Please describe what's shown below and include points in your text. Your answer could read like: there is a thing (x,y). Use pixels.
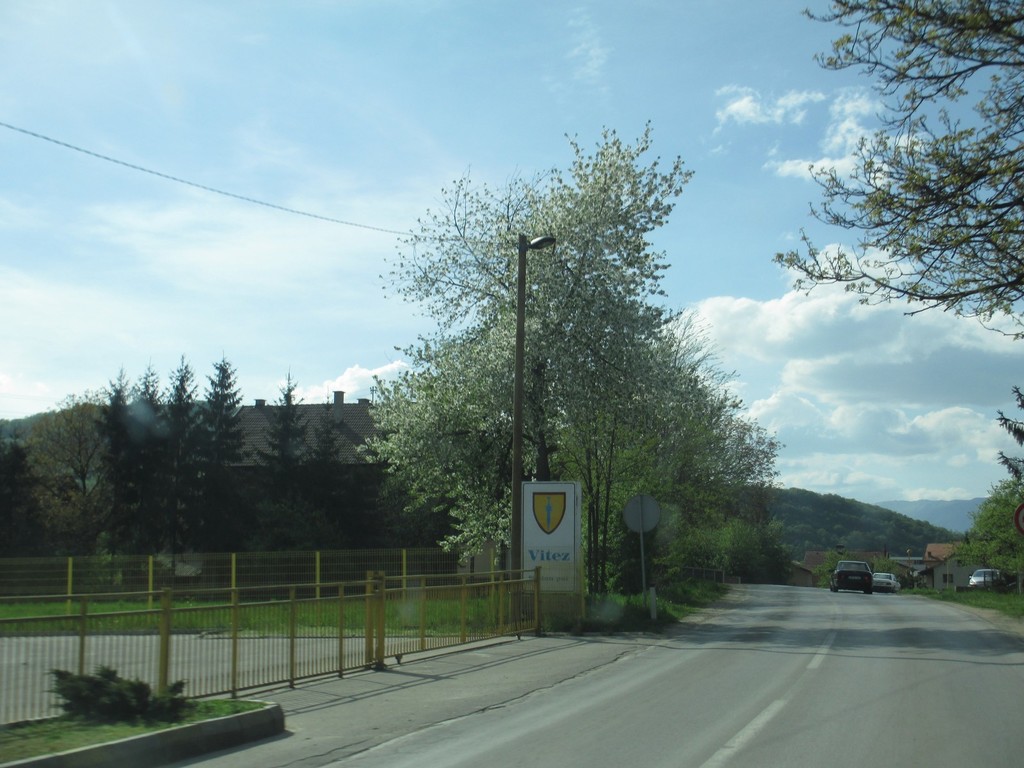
On the background of the picture (603,88) we can see sky (795,178) with clouds (851,416). There is a hill (947,506). This is a tree (659,437). This is a board (545,562) stating Vitez. we can see the fence (422,618) beside the road (710,702). This is a road (859,692). There are three cars (999,581) over here. We can see a house (943,577). This is a wall (202,744). This is a grass (118,734). We can see light (538,248) with a pole (520,462).
